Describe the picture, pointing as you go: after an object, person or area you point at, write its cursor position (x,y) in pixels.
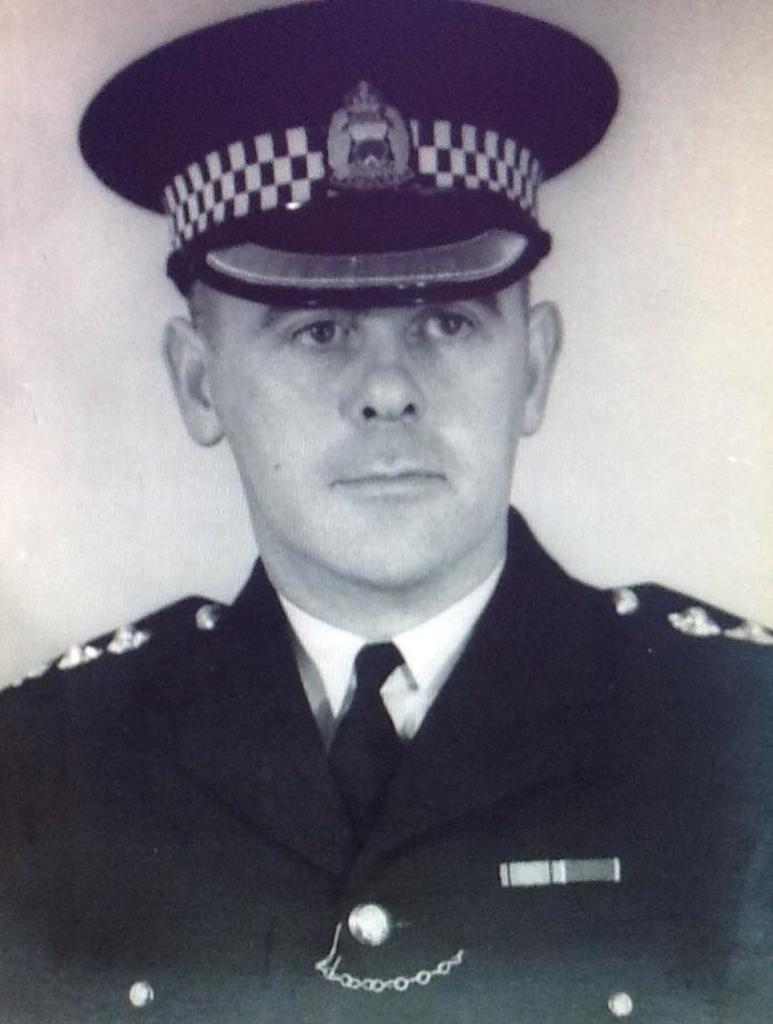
In the foreground of the image (643,822), there is a man (444,683) wearing coat (323,809), tie (371,747) and the cap (360,192) on the head (280,354).
